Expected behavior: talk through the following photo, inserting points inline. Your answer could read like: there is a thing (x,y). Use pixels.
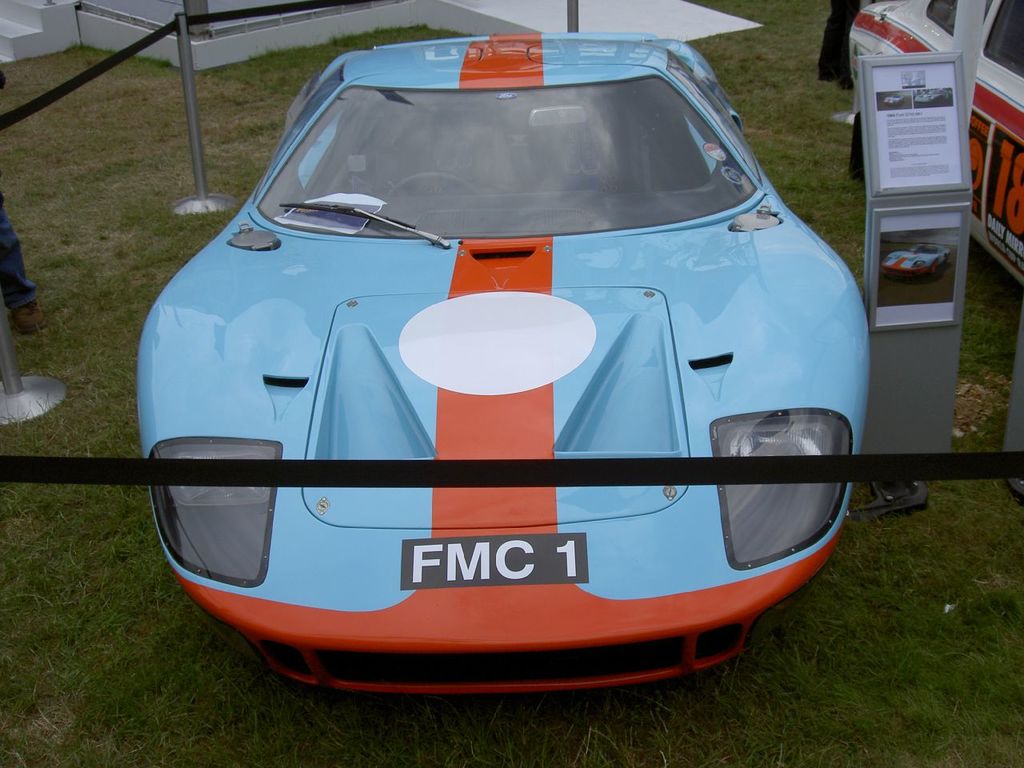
In this picture I can see vehicles (436,308) on the grass (114,272), there are rope barriers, a board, stairs (54,47) and a person leg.
